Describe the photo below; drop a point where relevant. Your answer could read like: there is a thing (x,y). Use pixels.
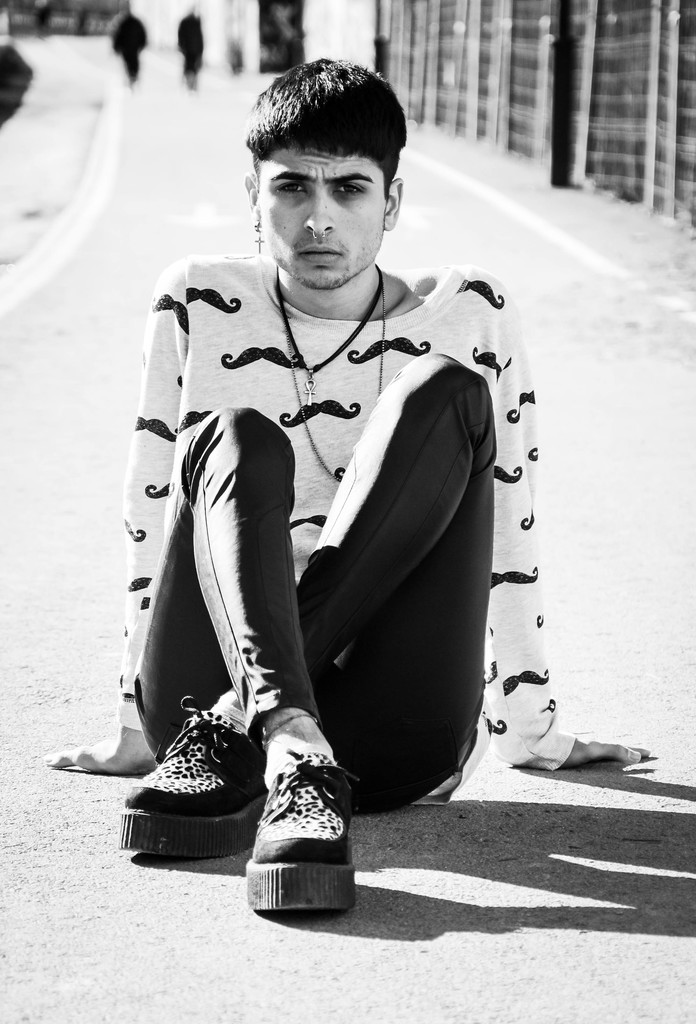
In this picture there is a boy (393,415) who is sitting on the road (24,598) in the center of the image (414,552) and there are other people (134,62) and buildings (337,27) at the top side of the image (367,60).
